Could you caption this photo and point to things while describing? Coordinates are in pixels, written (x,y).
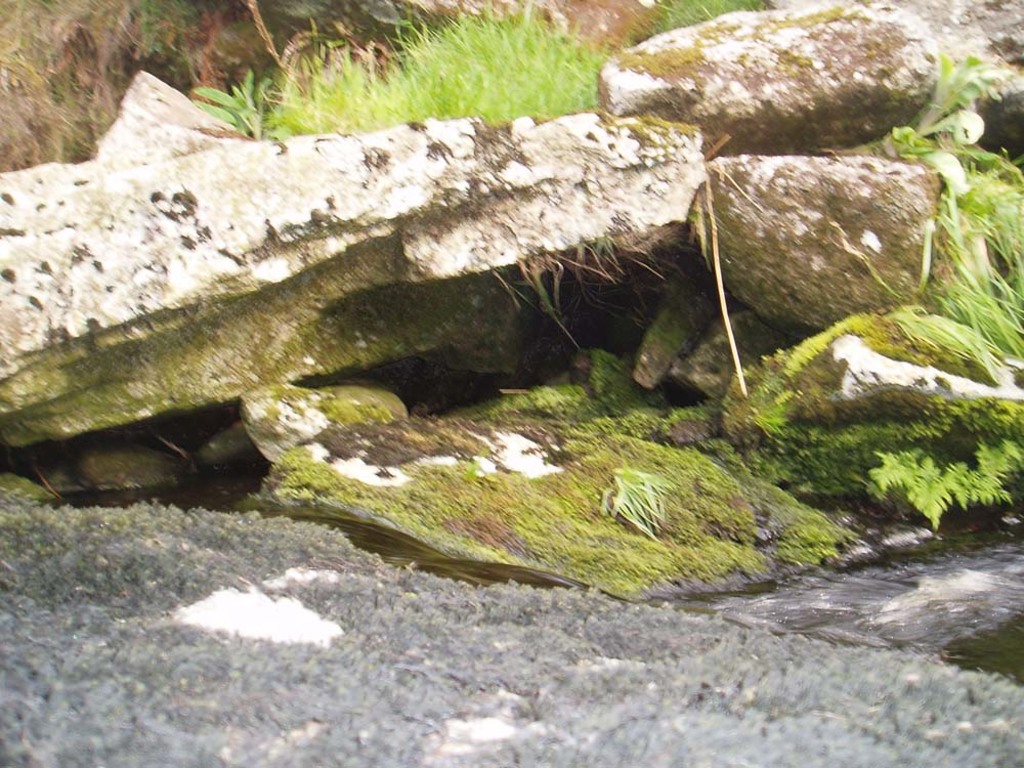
As we can see in the image there are rocks (573,628) and grass (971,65).
